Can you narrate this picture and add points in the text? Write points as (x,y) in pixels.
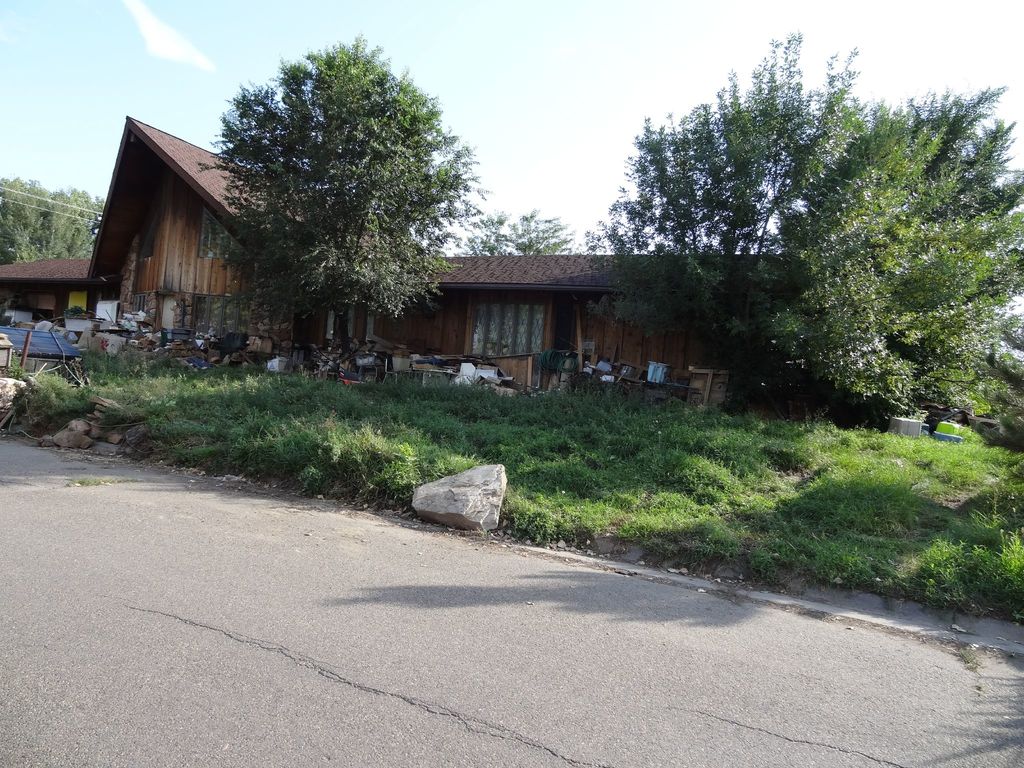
In this image I can see a trees (899,174), house (222,254) and a window (517,345). In front I can see few wooden pieces (715,385) and some object (238,340) in the yard (968,447). I can see a rock (480,495) and green grass (275,446). The sky (260,25) is in blue and white color.
